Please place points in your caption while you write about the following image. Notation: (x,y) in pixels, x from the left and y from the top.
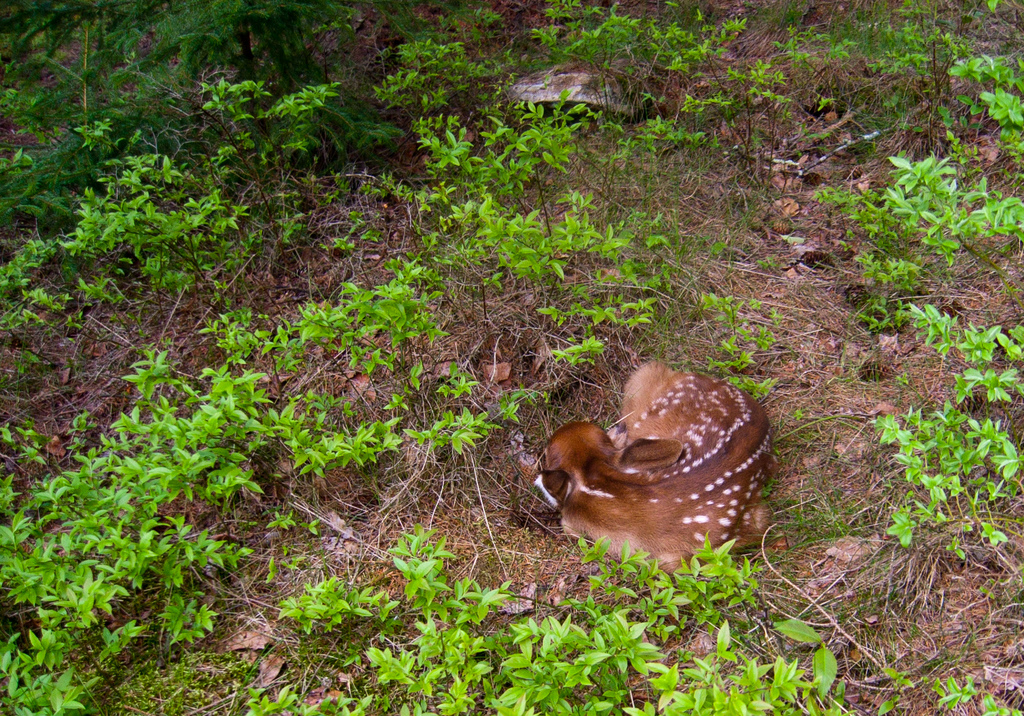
In this image we can see a deer (689,452) on the ground (599,568). Also there are few plants (233,183).
